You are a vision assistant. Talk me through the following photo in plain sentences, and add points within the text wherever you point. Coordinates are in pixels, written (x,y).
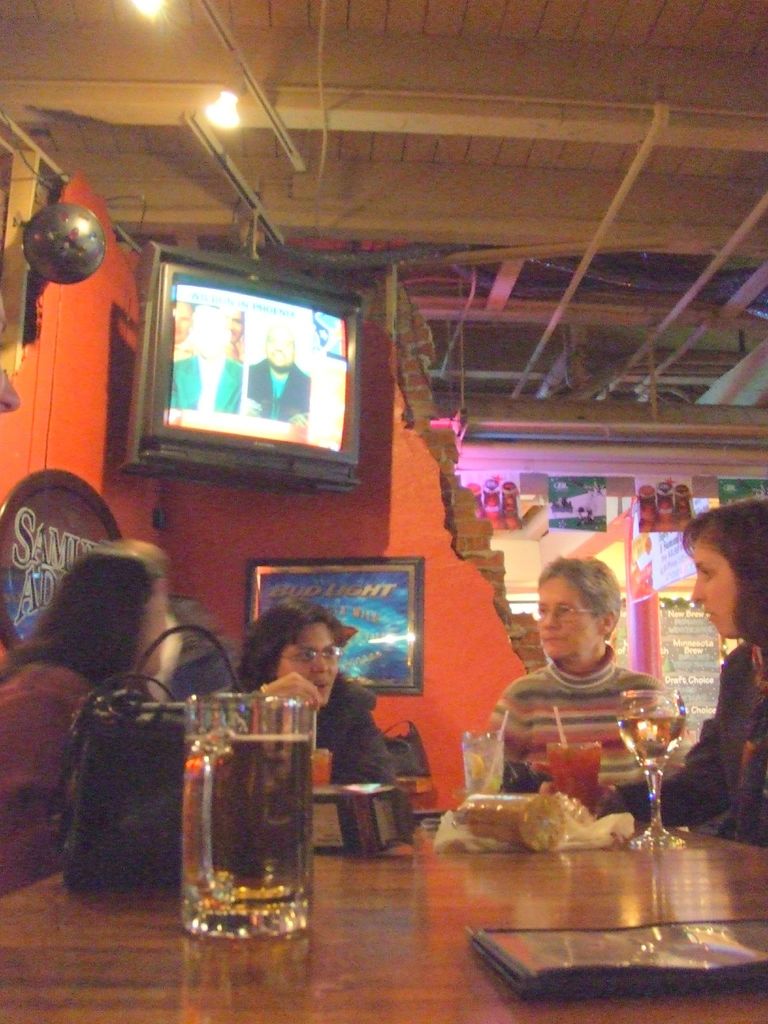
In this image I can see four people (589,656). In front of them there is a cup (579,794), glass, bag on the table (423,921). I can also see a board (371,568), television (333,402), light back side of them.
